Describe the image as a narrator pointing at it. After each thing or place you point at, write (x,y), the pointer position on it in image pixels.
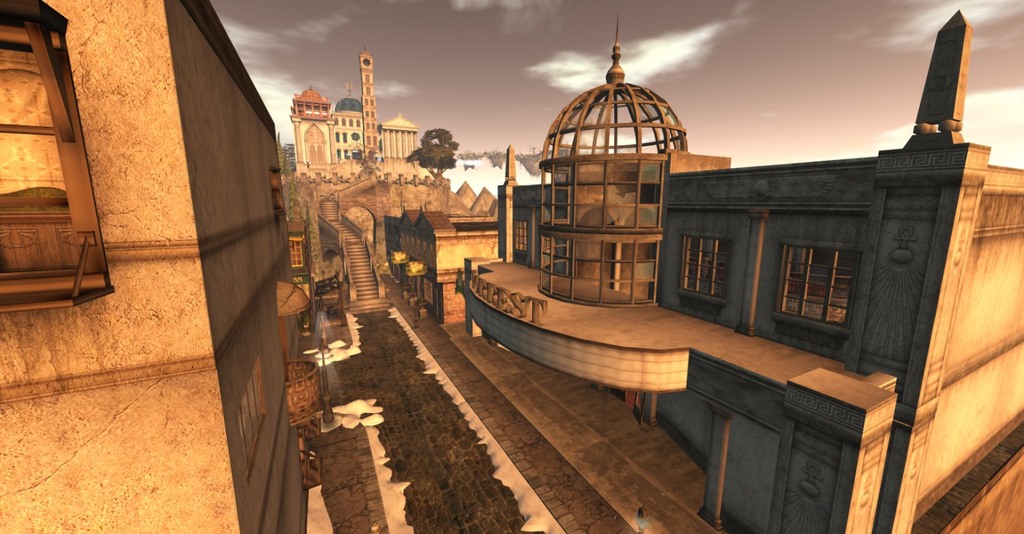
This is an animation, in this image there are buildings (675,154), palace (306,170), stairs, walkway (392,342), poles (513,153) and some trees (292,163). At the top of the image (578,77) there is sky (578,77).
